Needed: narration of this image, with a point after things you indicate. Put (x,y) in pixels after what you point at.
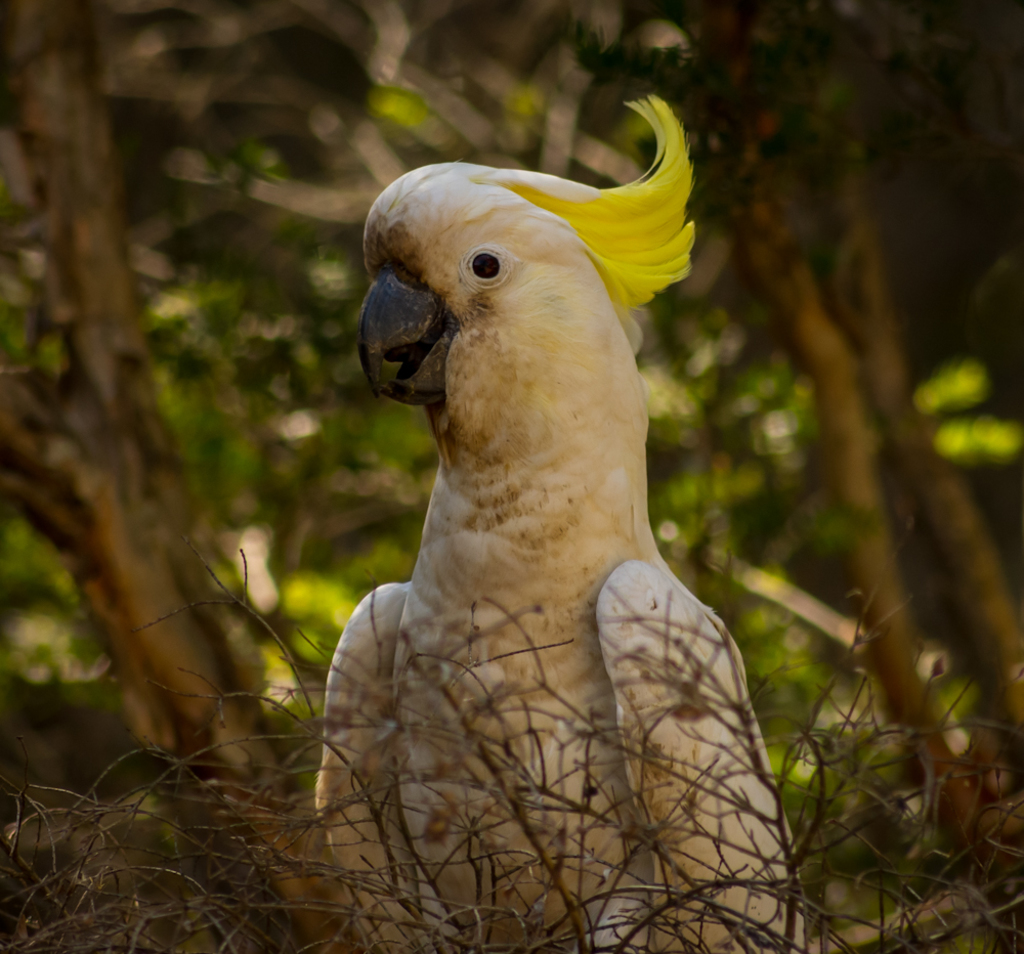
In this image, we can see a bird (457,732). There are some dried plants (723,866). In the background (821,260), we can see some trees (172,411).
